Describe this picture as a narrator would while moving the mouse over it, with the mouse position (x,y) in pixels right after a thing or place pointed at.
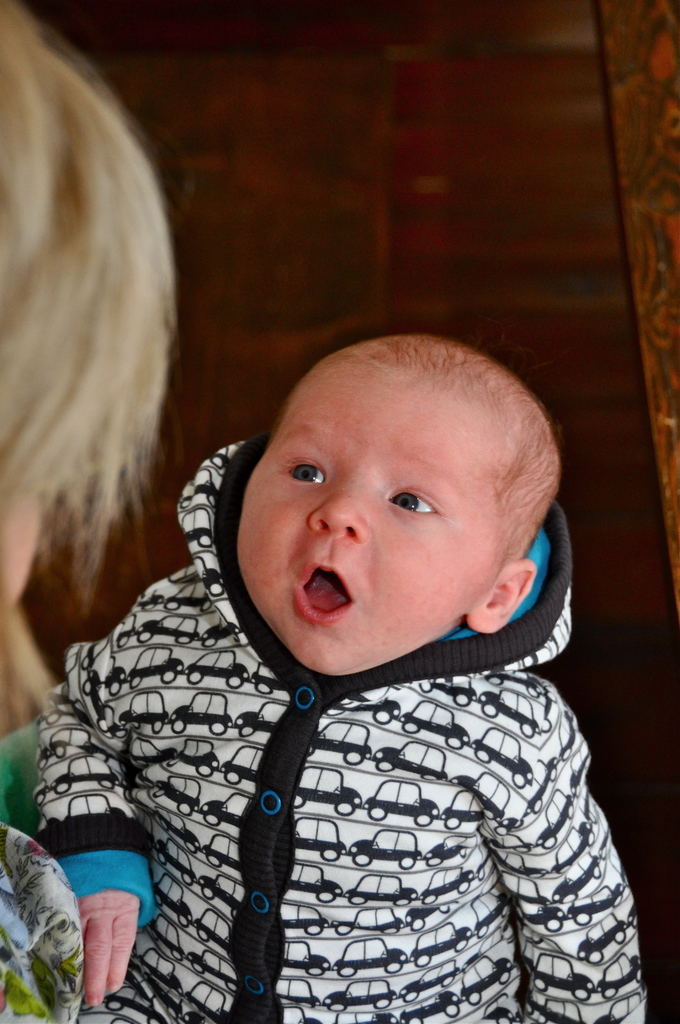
In this image I can see a boy (352,730) and I can see he is wearing a black and white colour hoodie (268,769). On the left side of this image (127,144) I can see one person (65,174) and I can also see brown colour in the background (435,210).
